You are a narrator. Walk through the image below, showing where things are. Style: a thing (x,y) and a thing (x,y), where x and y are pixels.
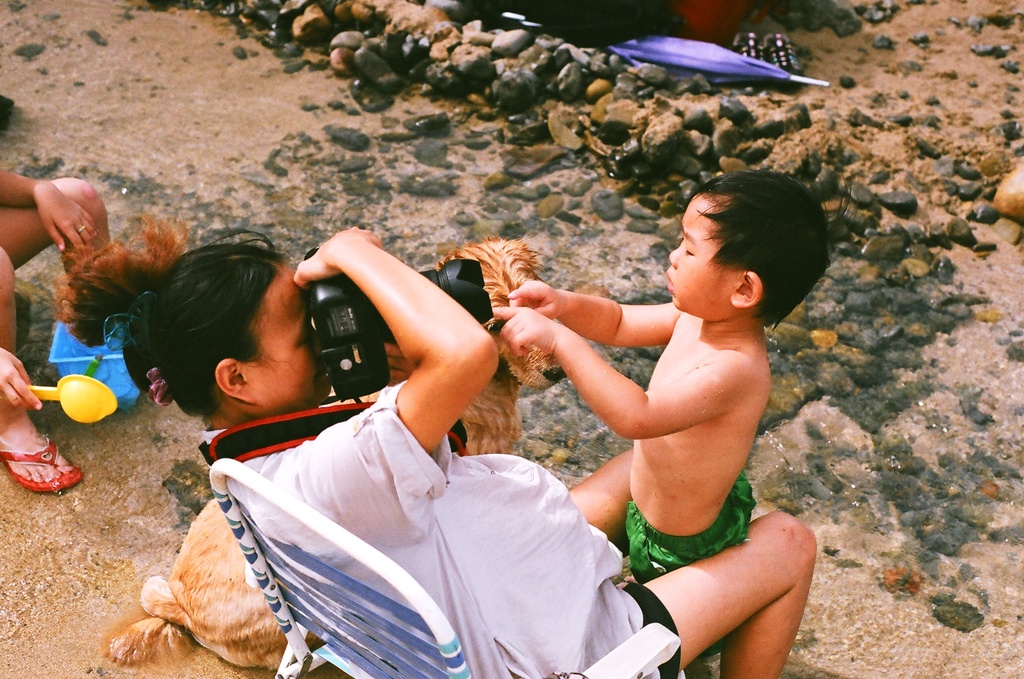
There is a woman (579,603) wearing white dress (579,603) is sitting in chair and holding a camera (322,308) in her hands (389,350) and there is a kid (705,361) in front of her and there is a dog (498,292) beside her.
